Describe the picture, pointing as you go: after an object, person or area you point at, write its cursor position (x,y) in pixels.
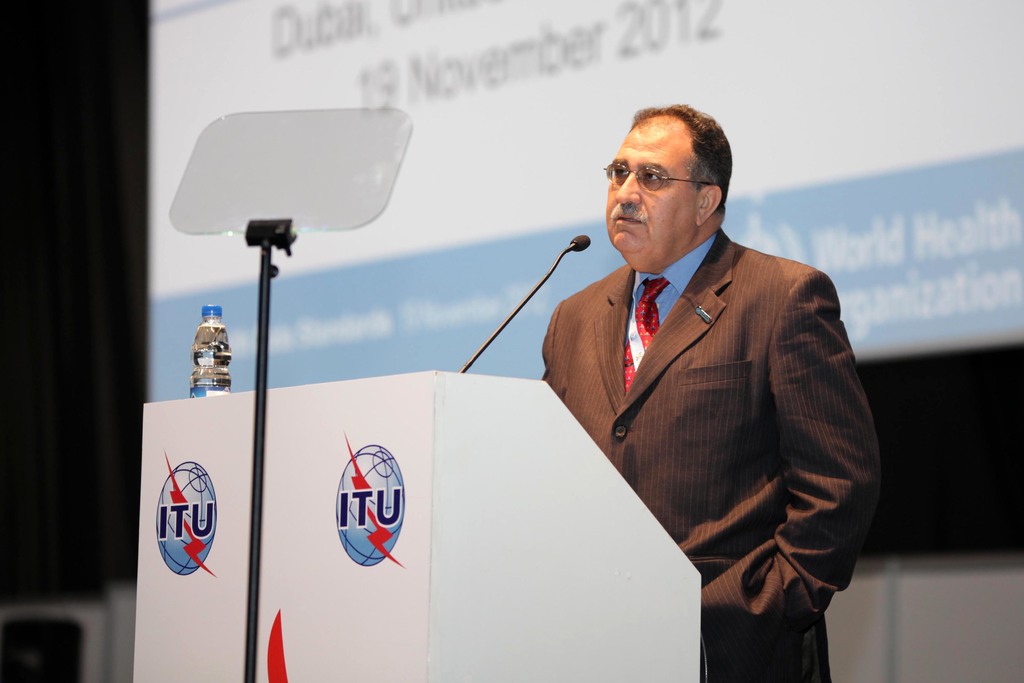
In this image I can see a person (661,330) is standing on the stage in front of a table (373,398) and mike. In the background (529,228) I can see a screen (415,174) and dark color. This image is taken may be in a hall (863,651).
